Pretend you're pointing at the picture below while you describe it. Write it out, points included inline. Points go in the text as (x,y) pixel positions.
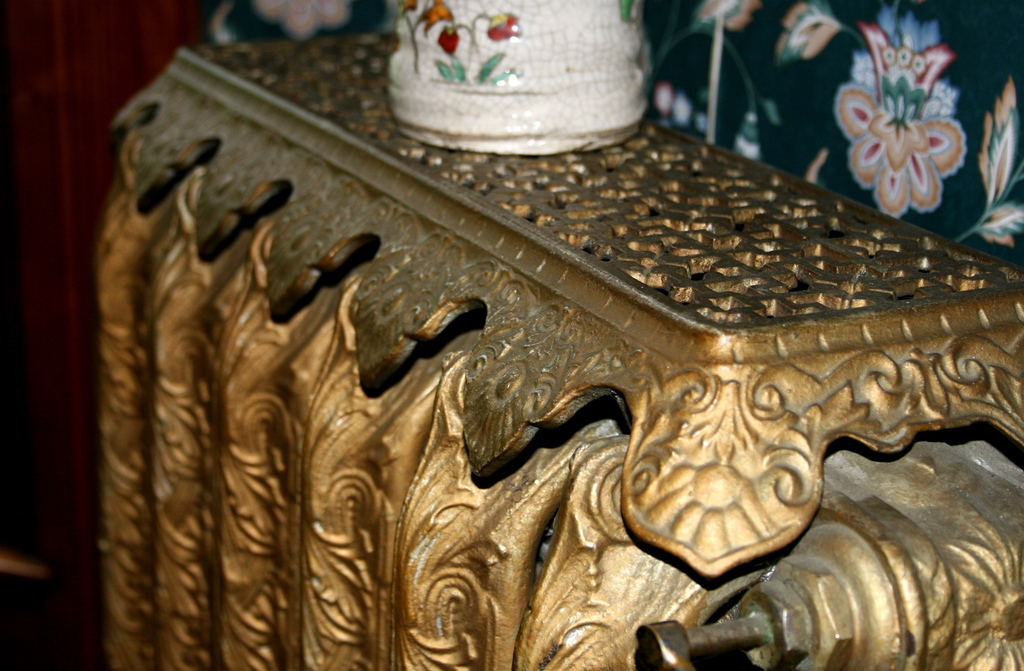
In this image we can see designed objects (600,210).
